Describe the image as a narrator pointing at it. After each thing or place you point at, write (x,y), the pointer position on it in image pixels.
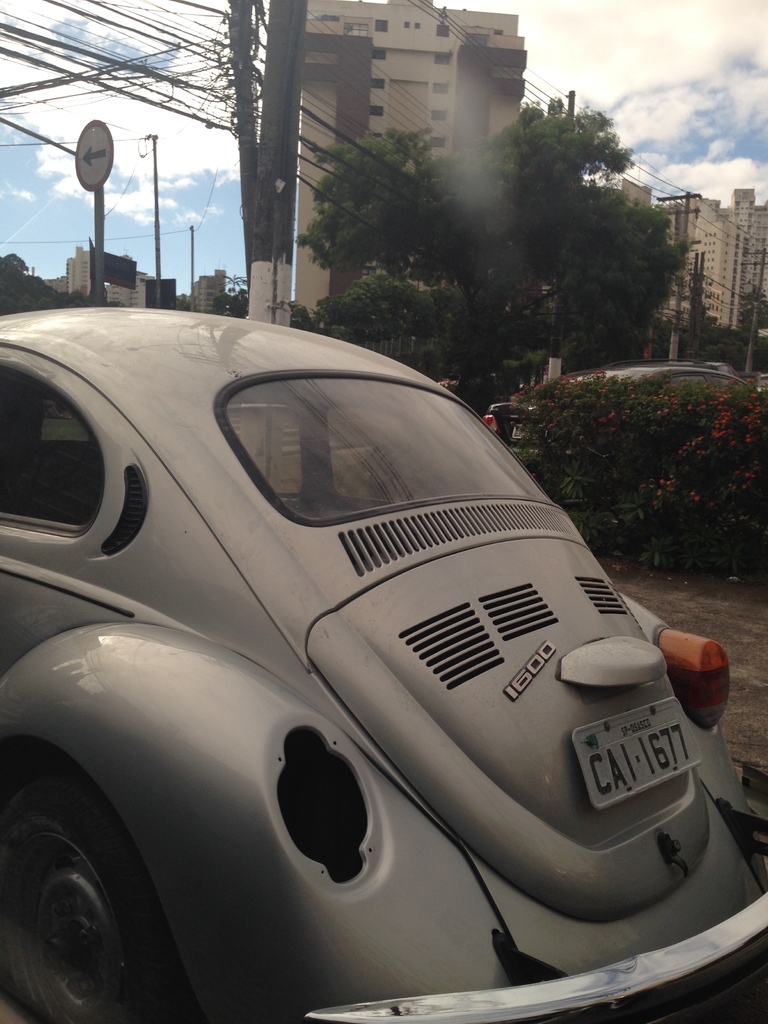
Here we can see vehicles (708,361), plants (708,527), poles (155,163), trees (551,212), buildings (120,302), and a board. In the background (734,59) there is sky (672,84) with clouds (679,135).
